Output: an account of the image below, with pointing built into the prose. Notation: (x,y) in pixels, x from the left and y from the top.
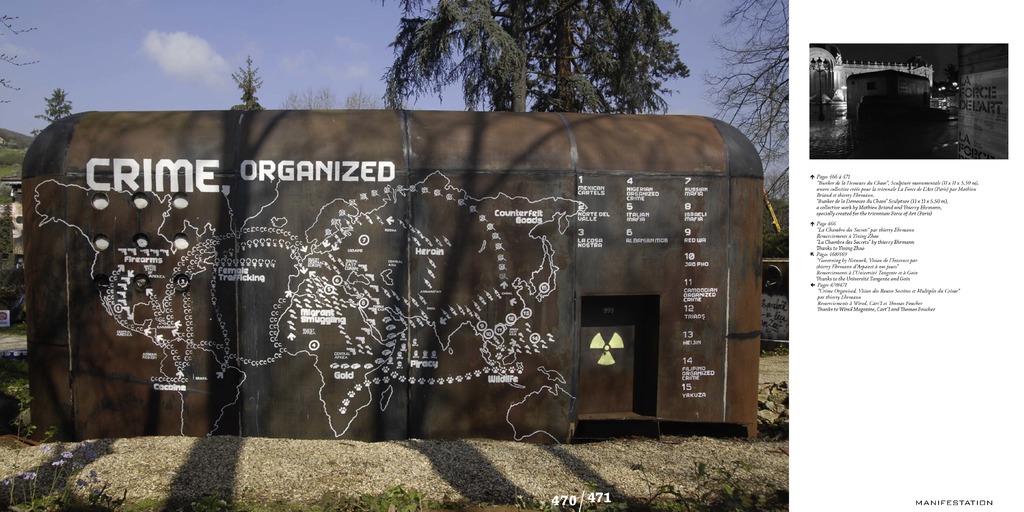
In this image we can see a poster (451,242) with some texts (879,215) and two pictures (754,252) on it, in one picture (641,142) we can see a container (399,292) with some texts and map (518,259) on it, there are some trees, grass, plants (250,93), mountain (8,162), and the sky (268,69), in the other picture (909,142) we can see some buildings (906,89).
